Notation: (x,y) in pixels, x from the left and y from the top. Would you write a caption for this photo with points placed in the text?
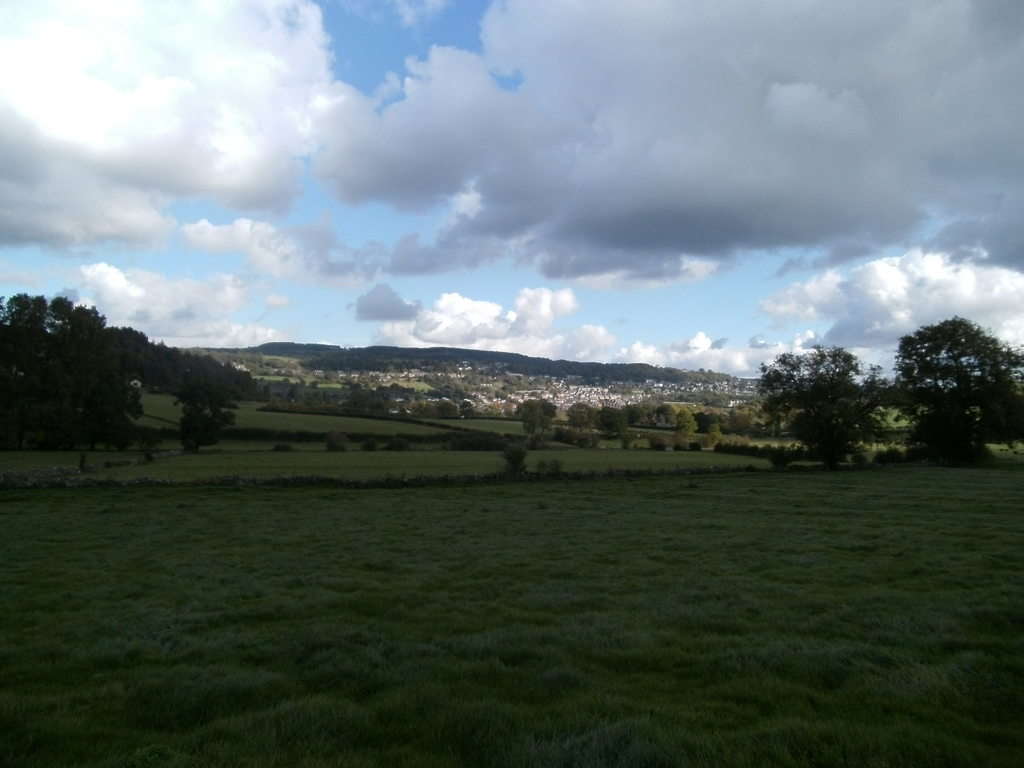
At the bottom of the image (768,530) on the ground (631,548) there is grass (212,504). In the background (32,405) there are trees (487,392), buildings (622,392) and hills (313,368). At the top of the image (363,105) there is sky (528,219) with clouds (851,148).
